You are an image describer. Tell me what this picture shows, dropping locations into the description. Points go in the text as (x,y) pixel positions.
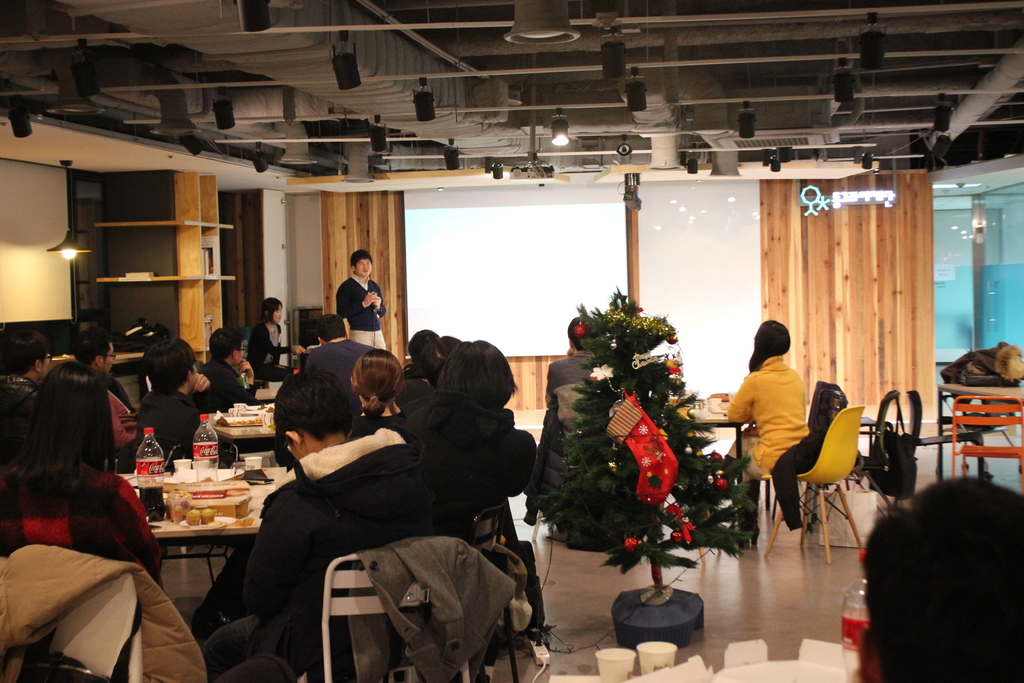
It looks like a party, there are many tables (263,432) and food (246,521) on the tables (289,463), around the table (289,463) some people (296,352) are sitting, in the middle of the room (598,554) there is a tree (637,489) decorated in the background (360,334) a man (363,289) is standing, to his right side there is white board (518,267), behind it there is a wooden wall (872,327).
